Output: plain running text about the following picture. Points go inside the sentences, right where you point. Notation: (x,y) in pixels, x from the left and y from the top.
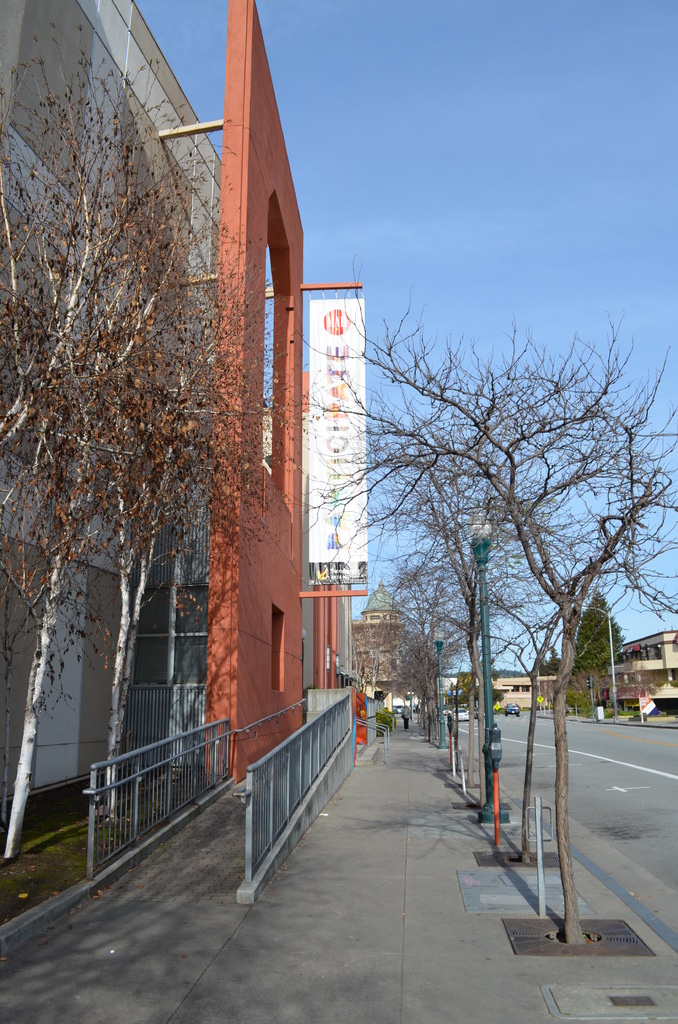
To the left side of the image (67,763) there is a building (152,560). There are trees (201,493). To the right side of the image (575,740) there is a road (571,721). In the background of the image (425,653) there are buildings (519,687), trees (557,667). At the center of the image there is a pavement (415,996). There is a light pole (486,787). There is a fencing (310,723). At the top of the image (415,147) there is sky (446,60).
